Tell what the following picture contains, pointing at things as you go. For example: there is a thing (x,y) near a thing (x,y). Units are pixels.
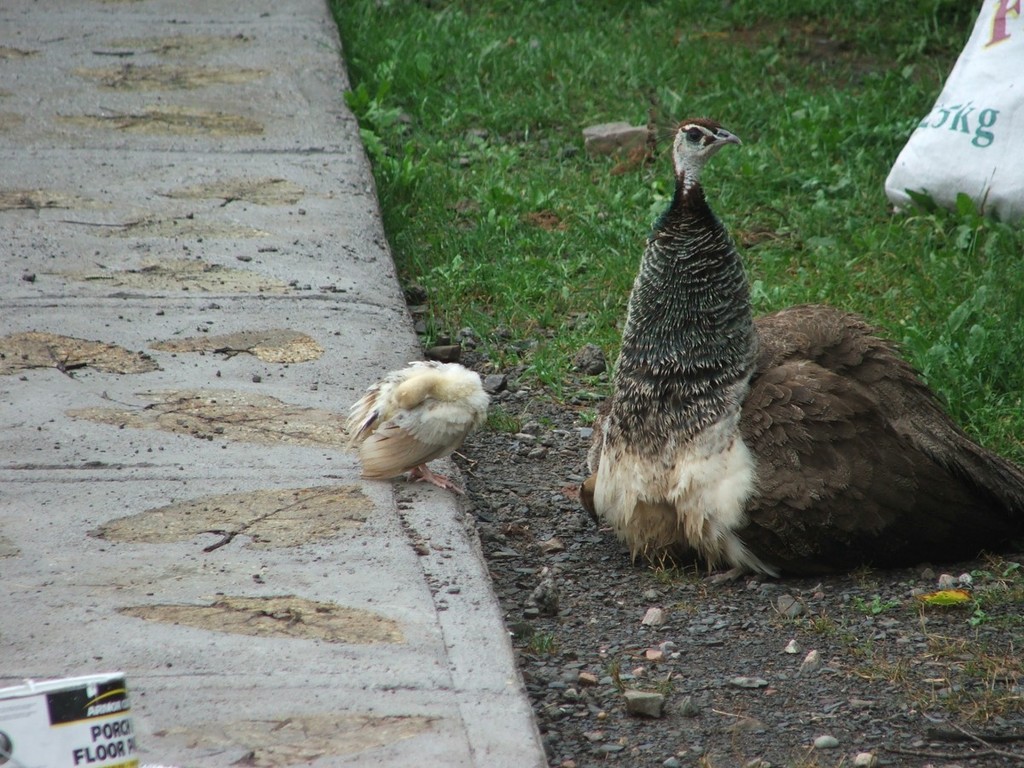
In this image there is a peacock (645,382), in the background (556,267) there is a grass (510,78) and a path (192,473).
